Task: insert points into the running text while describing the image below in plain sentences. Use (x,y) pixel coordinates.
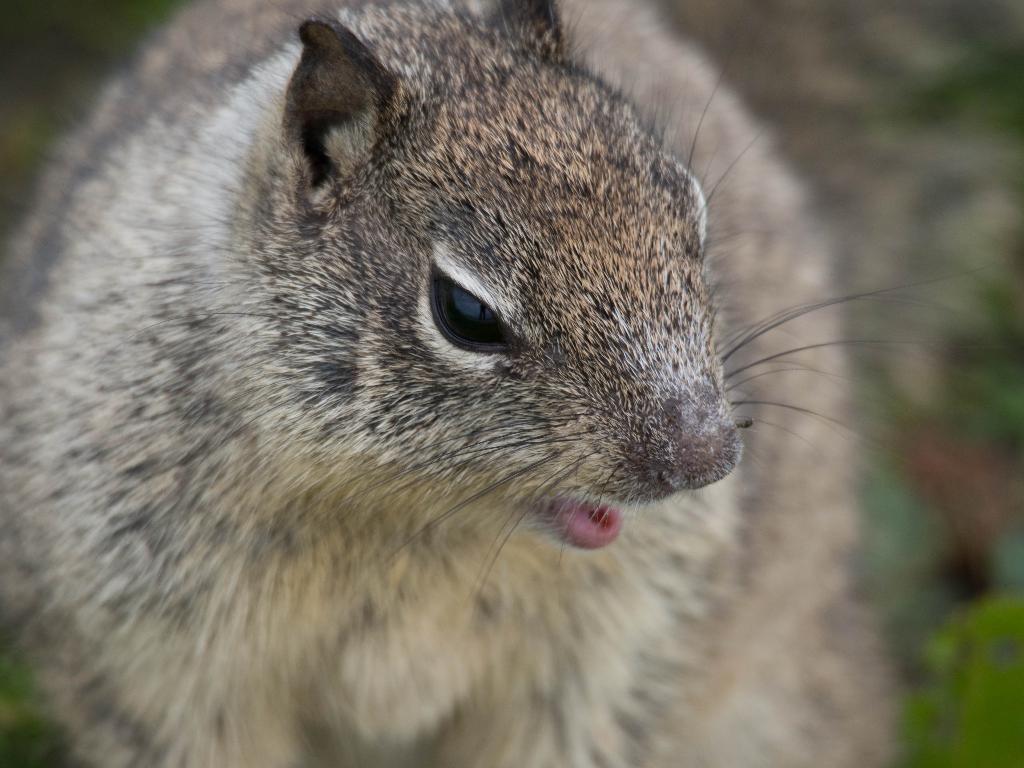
In this image, we can see an animal (572,347) on the blur background.
